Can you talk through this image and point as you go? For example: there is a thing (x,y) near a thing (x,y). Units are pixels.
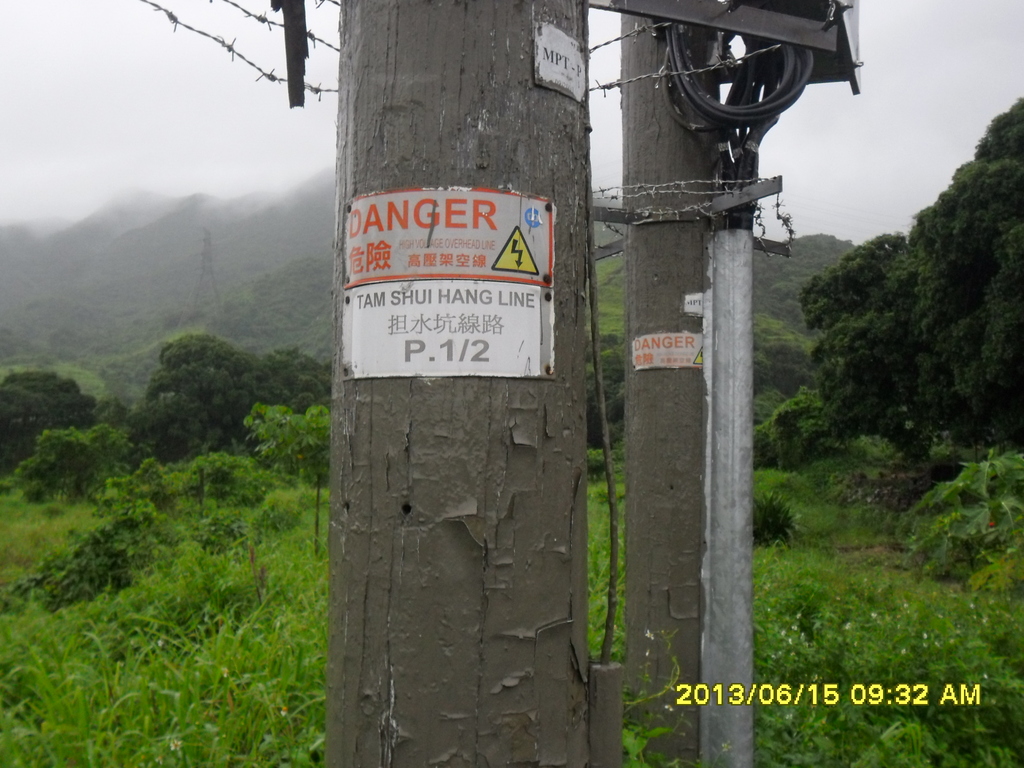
In this image I can see a pole (455,576) which is brown in color and few boards (449,226) attached to the pole (434,63) and I can see another pole (625,168), few wires (682,48), some grass (106,611) and few trees (234,398). In the background (48,313) I can see few mountains (213,207) and the sky (277,114).
